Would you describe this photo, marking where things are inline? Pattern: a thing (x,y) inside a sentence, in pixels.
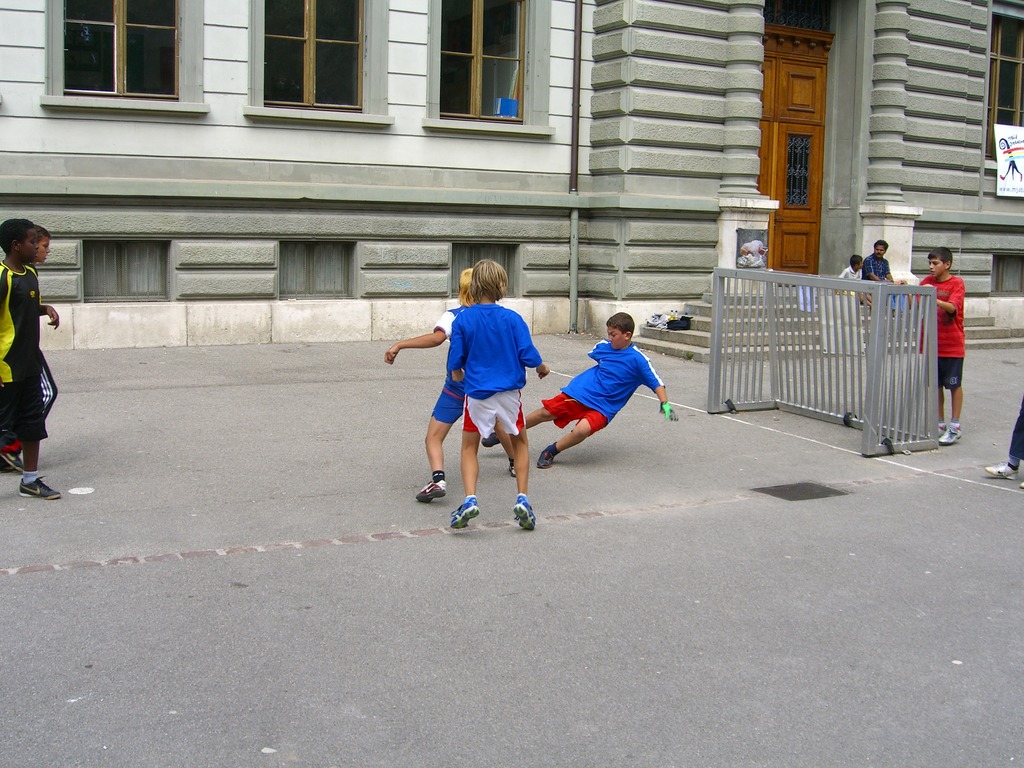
There are groups of people (472,345) standing. This looks like an iron grill (918,353). I can see a building (717,170) with the windows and a door (813,114). There are two people (866,268) sitting on the stairs (683,333). On the right side of the image (1006,172), that looks like a board (1006,154), which is attached to a building wall (970,151). Here is a pole (573,247). I think this is a road (727,595).
